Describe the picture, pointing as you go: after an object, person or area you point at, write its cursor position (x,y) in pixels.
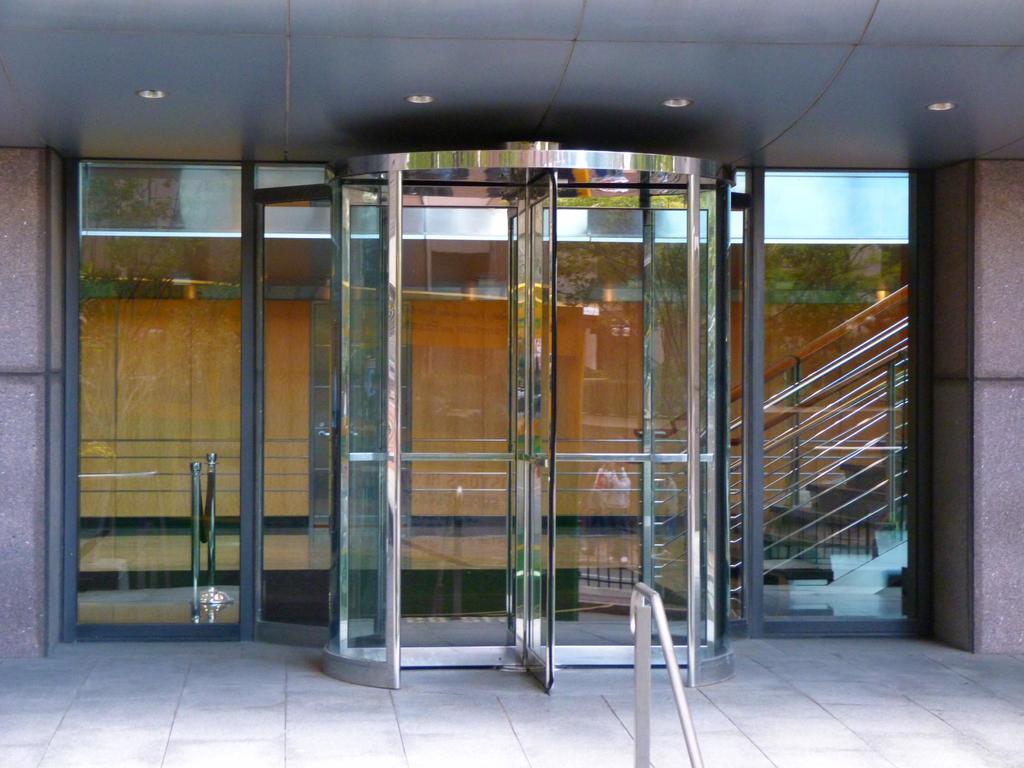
In this image we can see a building (621,431) with the doors (621,431) and it looks like revolving doors (523,375) and we can see lights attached to the ceiling (615,93).
